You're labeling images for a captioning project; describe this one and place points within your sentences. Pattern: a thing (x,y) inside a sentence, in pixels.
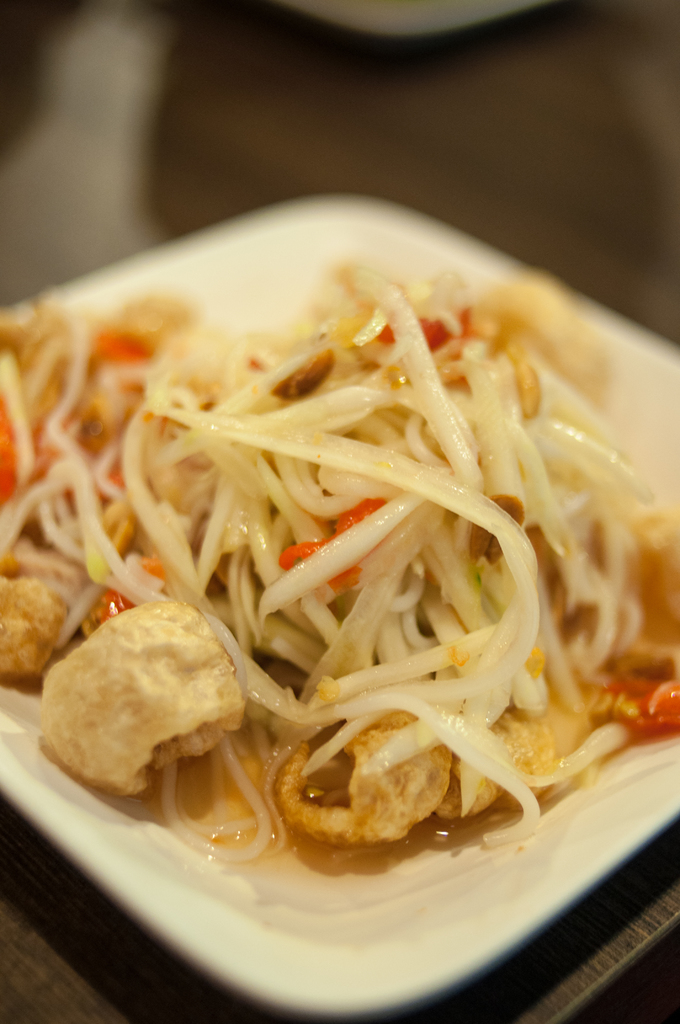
It is a zoomed in picture of food (481,494) present in the plate (368,927) which is on the wooden surface (482,122).
